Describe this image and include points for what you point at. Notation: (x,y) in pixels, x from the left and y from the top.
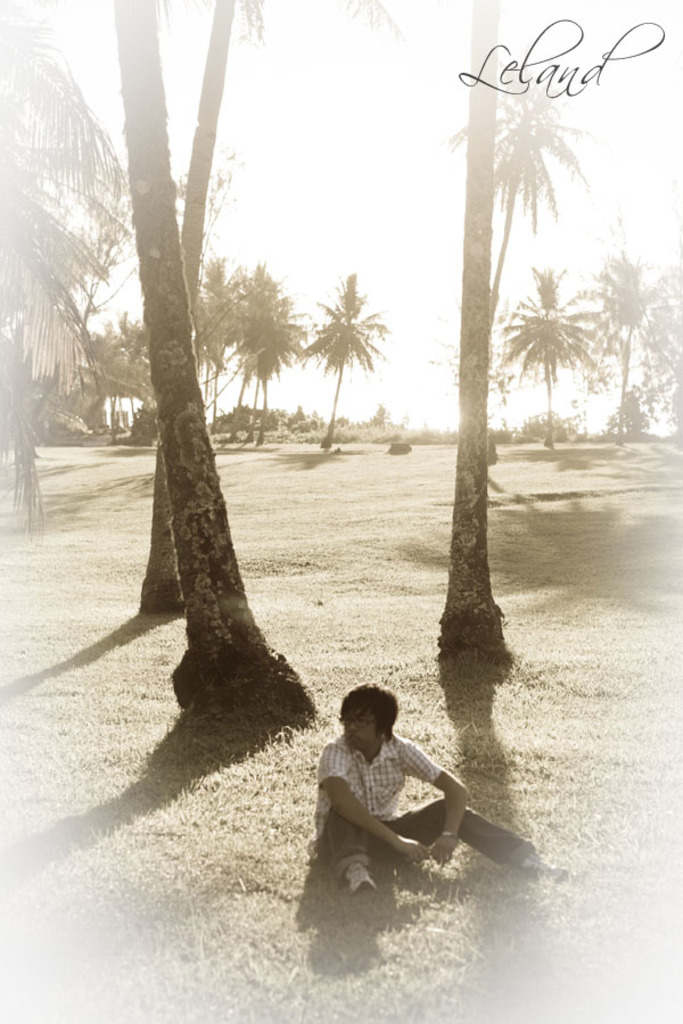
In this image we can see a man (393,789) is sitting on the grassy land (272,868). Behind the man (396,845), trees (655,354) and plants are there. We can see watermark (535,71) in the right top of the image (563,71).
